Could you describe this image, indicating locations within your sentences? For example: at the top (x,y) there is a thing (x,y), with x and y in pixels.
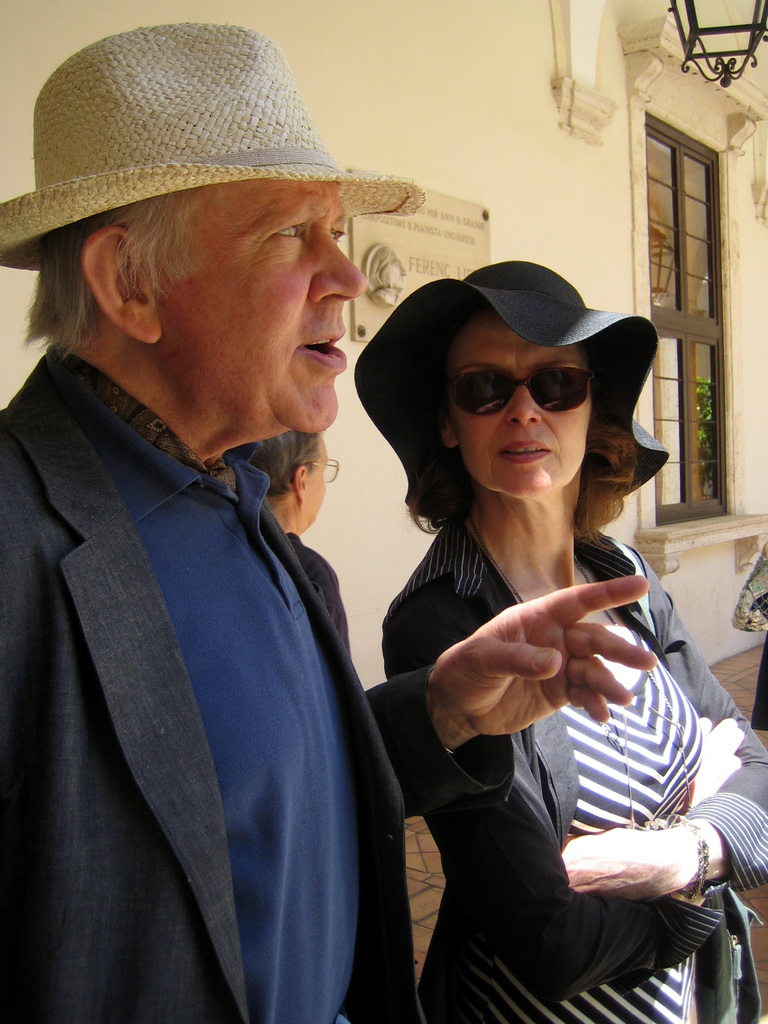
In this picture we can see there are three people (286,722) standing and a man (186,737) in the blazer (186,737) is explaining something. Behind the people (446,465) there is a wall (554,240) with a name board (443,216) and a window (690,371) and on the window (697,423) we can see the reflection (708,426) of a tree (708,416). At the top (711,20) there is a light (714,4).
